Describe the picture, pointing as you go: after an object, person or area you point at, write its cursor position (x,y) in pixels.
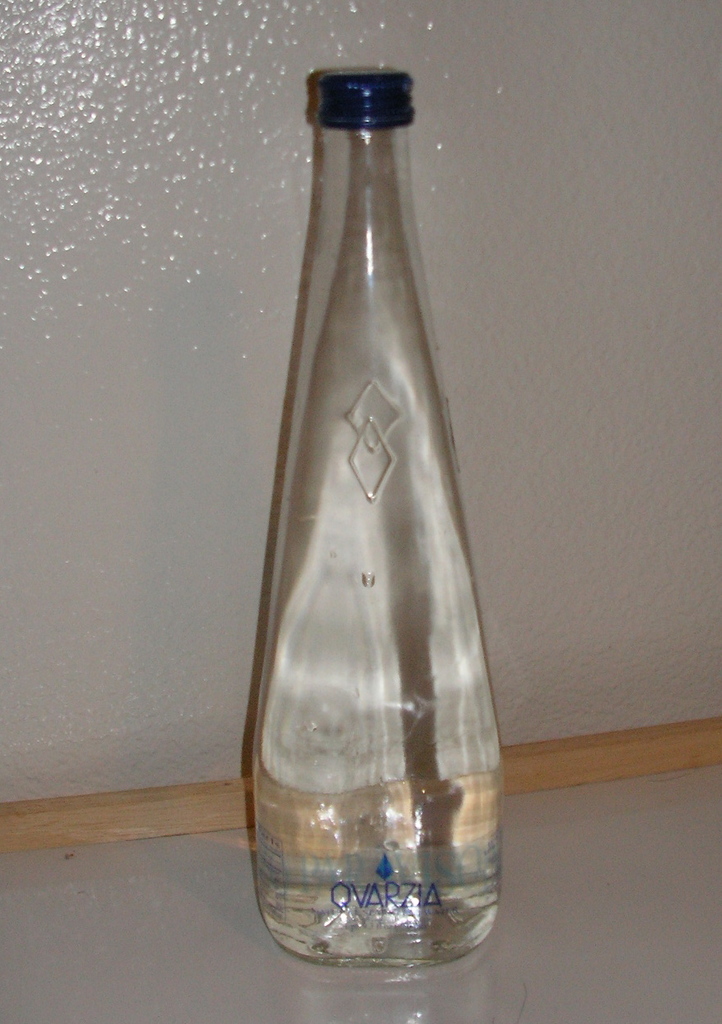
In this picture we can see a bottle (424,673) and a wooden stick (63,805).
